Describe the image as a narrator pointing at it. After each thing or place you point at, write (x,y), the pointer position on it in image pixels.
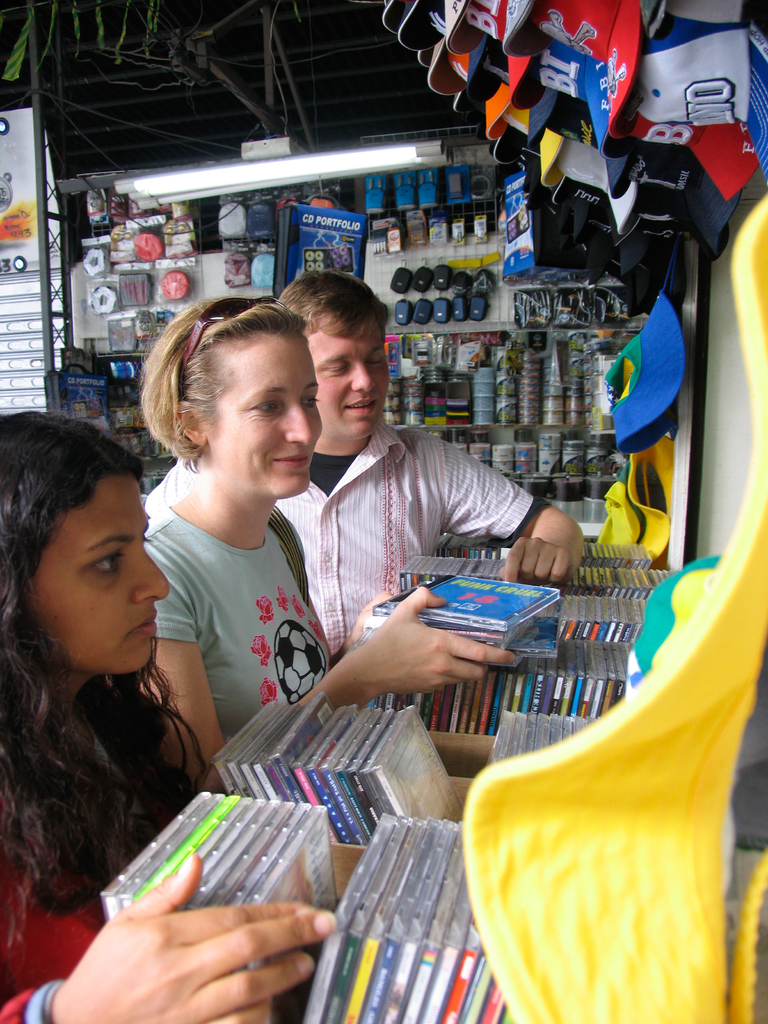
In this picture we can see the stalls (680,433), caps (621,152), compact disc boxes (322,719) and few objects (557,455). On the left side of the picture (36,247) it seems like a board (33,257) and we can see the people (258,576) standing near to the stall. We can see a woman (260,638) is holding compact disc boxes (530,631) and smiling.
